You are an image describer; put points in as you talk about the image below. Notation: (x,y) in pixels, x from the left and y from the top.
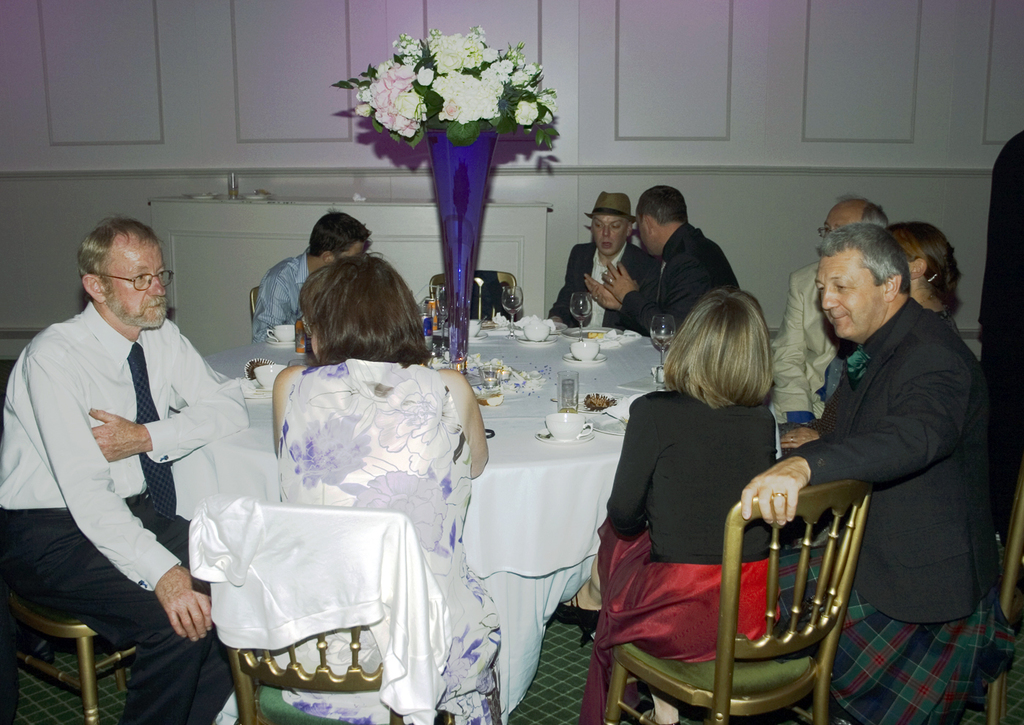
Left side of the image (19,577) a person (9,558) is sitting on chair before the table (535,487) having cup (572,420), glasses (562,406), flower vase (460,365), drinking cans (425,338) on it. Two woman (437,417) are sitting in front of the image on chair (721,655) and few other people (924,333) are sitting.
